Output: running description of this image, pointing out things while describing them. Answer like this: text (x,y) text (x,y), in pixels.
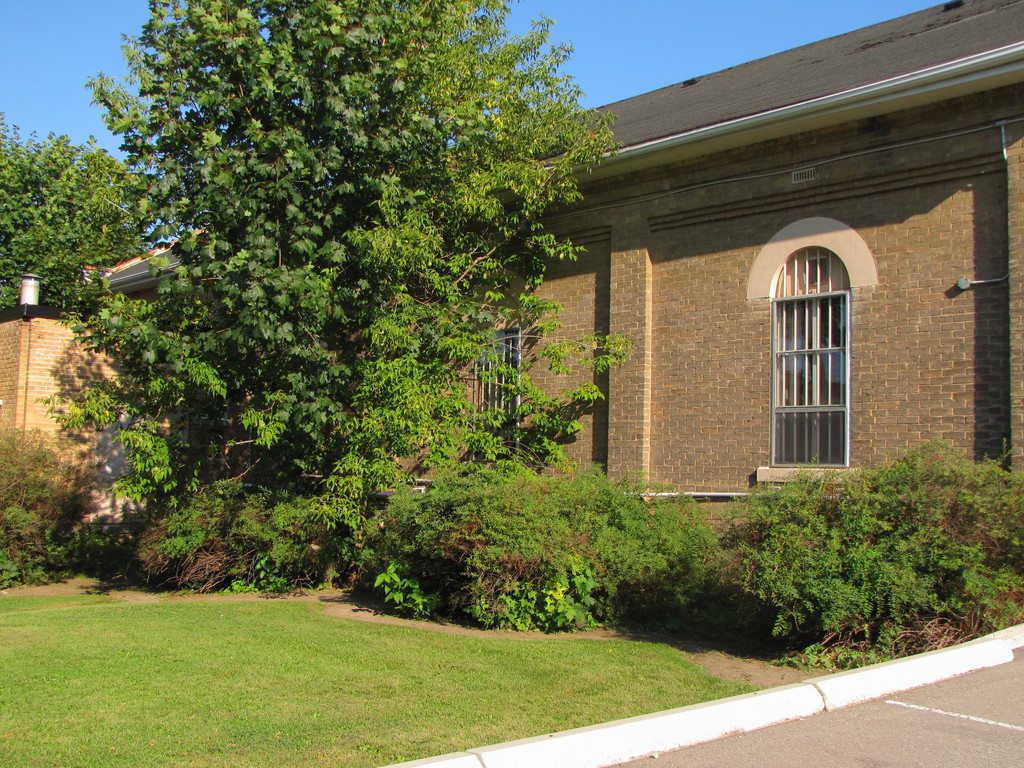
In this image we can see there is a house (0,332) and there is a light (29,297) attached to the wall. And there are trees (276,235), grass (349,635) and the sky (674,66).
